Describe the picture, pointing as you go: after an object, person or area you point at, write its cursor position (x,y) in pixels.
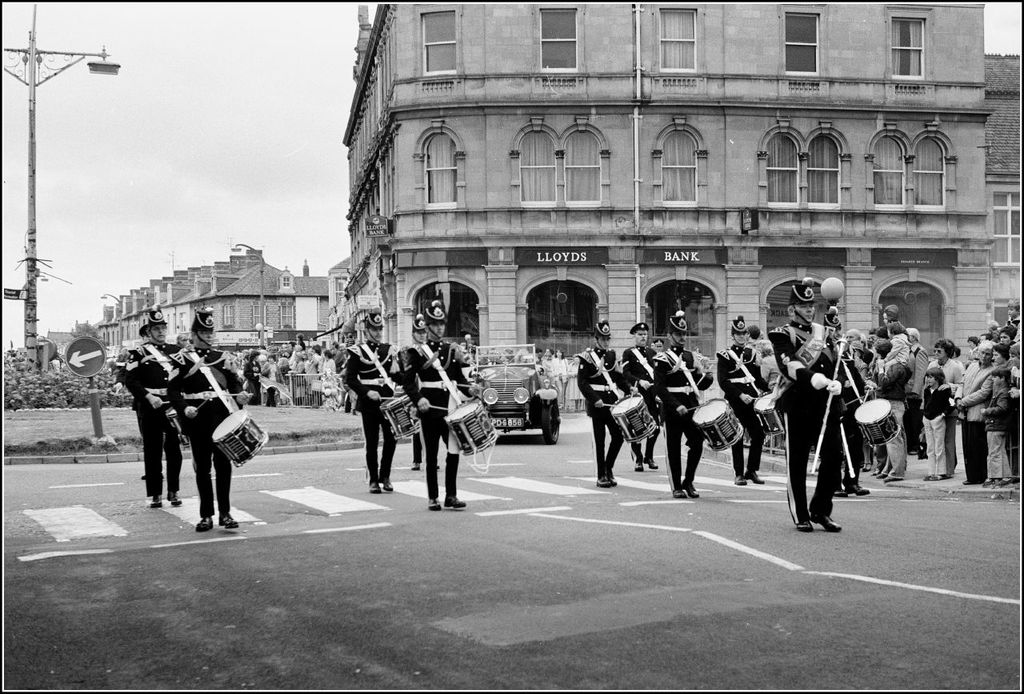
This picture is clicked in a town. This picture is in black and white. In this picture, we see men (210,409) in uniform (611,372) are playing drums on the road (545,476). Behind them, we see a jeep (513,398) which is parked on the road (559,451). Behind that, we see people (272,363) standing. Behind them, there are buildings (439,218). On the left side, we see a pole (30,326) and a direction board (72,370). At the bottom of the picture (425,577), we see the road (360,594).
